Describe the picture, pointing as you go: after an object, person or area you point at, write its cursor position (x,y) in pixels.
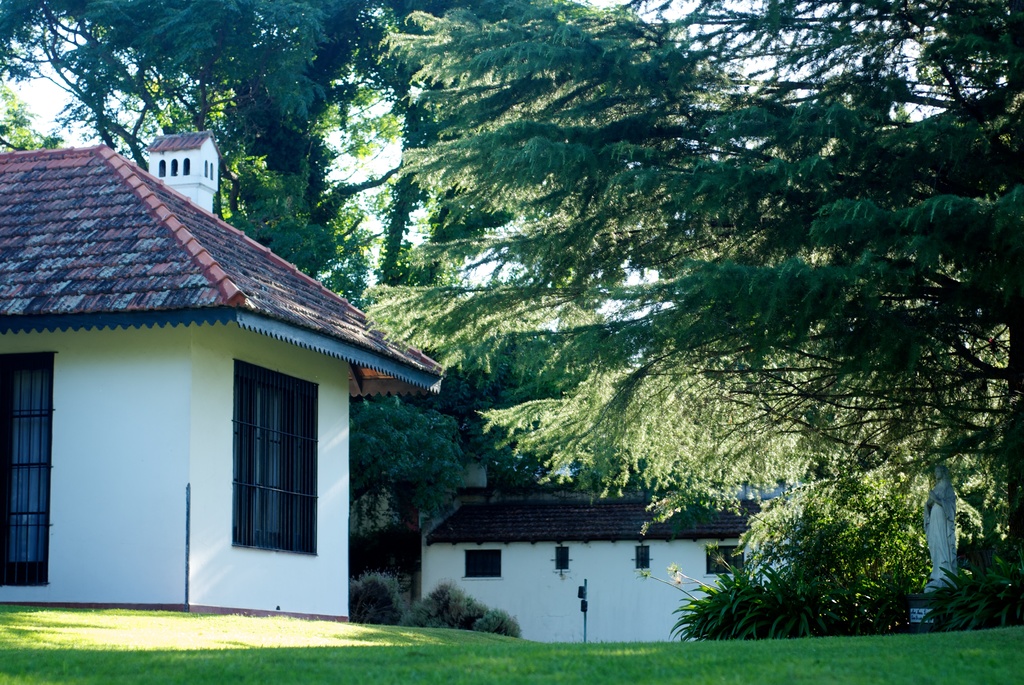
In this image we can see some grass (315,629), there are some houses (139,429) and in the background of the image (491,170) there are some trees (459,129) and clear sky (365,214).
